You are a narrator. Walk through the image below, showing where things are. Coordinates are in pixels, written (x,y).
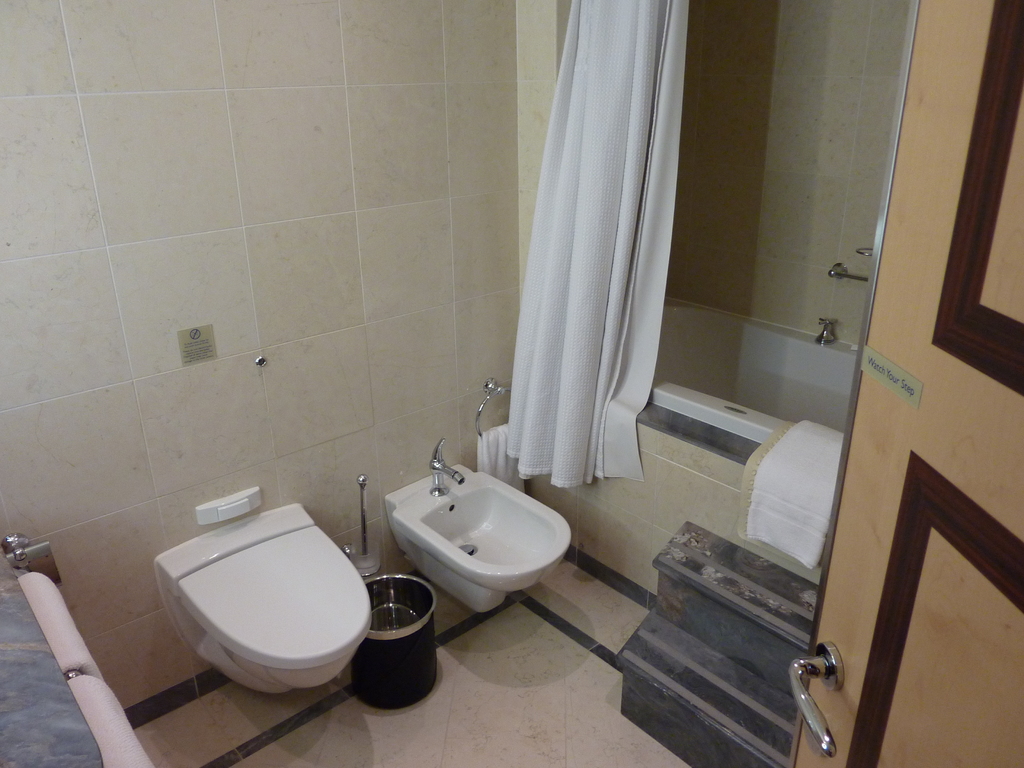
In this image we can see a toilet seat (267,552), sink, bathtub (711,359), wall (412,201). To the right side of the image (1007,186) there is door (876,591). At the bottom of the image (462,728) there is floor (394,749).
